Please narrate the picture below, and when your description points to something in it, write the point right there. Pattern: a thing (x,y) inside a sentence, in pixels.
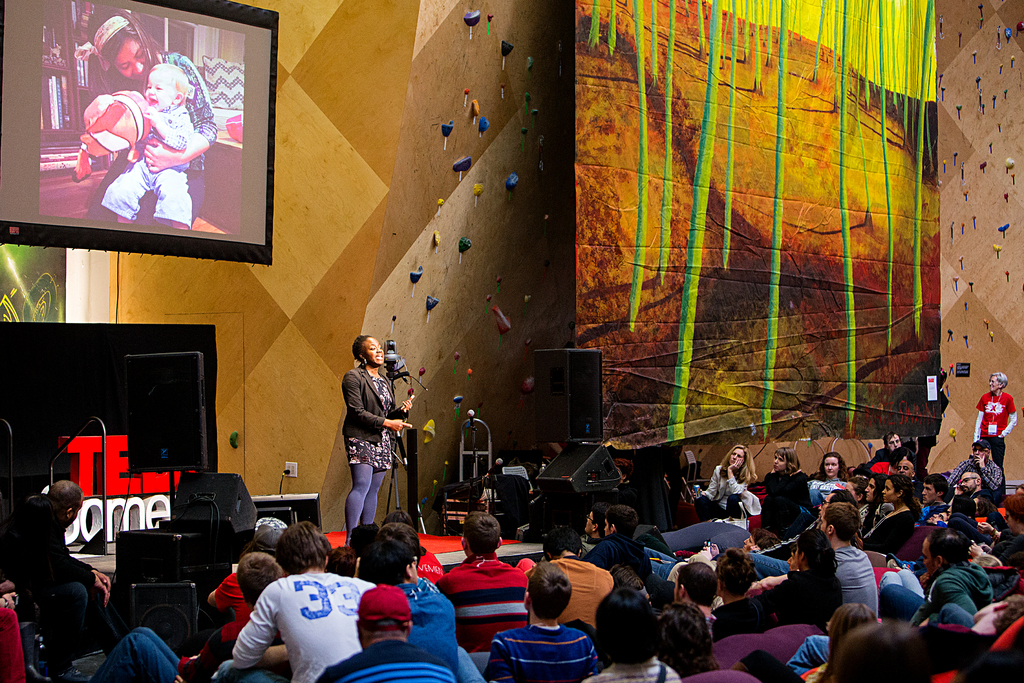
In this picture there is a woman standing on the stage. There are speakers (183,468) and there is a microphone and there are devices (509,474) on the stage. In the foreground (398,559) there are group of people (642,554) sitting. On the right side of the image (993,441) there is a person (1002,451) standing. At the back (251,113) there is a screen (239,162), on the screen (160,60) there is a woman (146,38) holding the baby (186,189) and there is a sofa (234,108) and bowl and there are books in the cupboard (61,14). At the back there is a switch board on the wall (237,451).
